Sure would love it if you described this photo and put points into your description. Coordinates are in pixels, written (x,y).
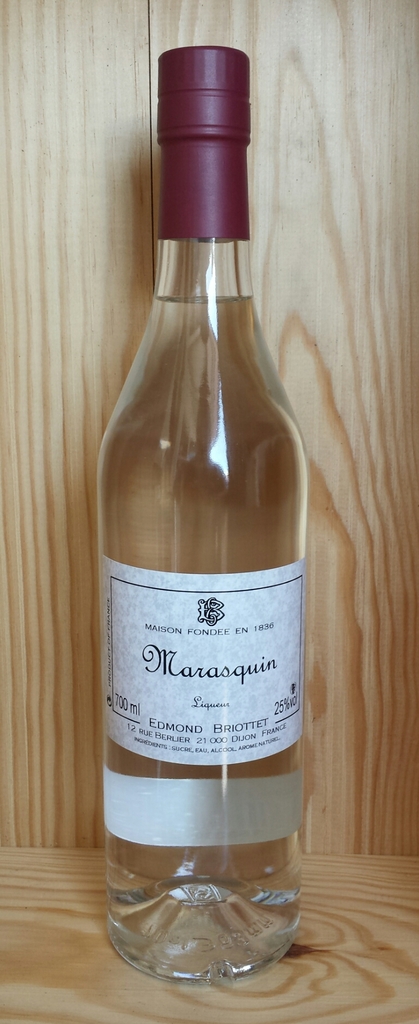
There is a white glass bottle (219,447) in this picture which is named as MARASQUIN, which is kept in the brown wooden box (336,155).
